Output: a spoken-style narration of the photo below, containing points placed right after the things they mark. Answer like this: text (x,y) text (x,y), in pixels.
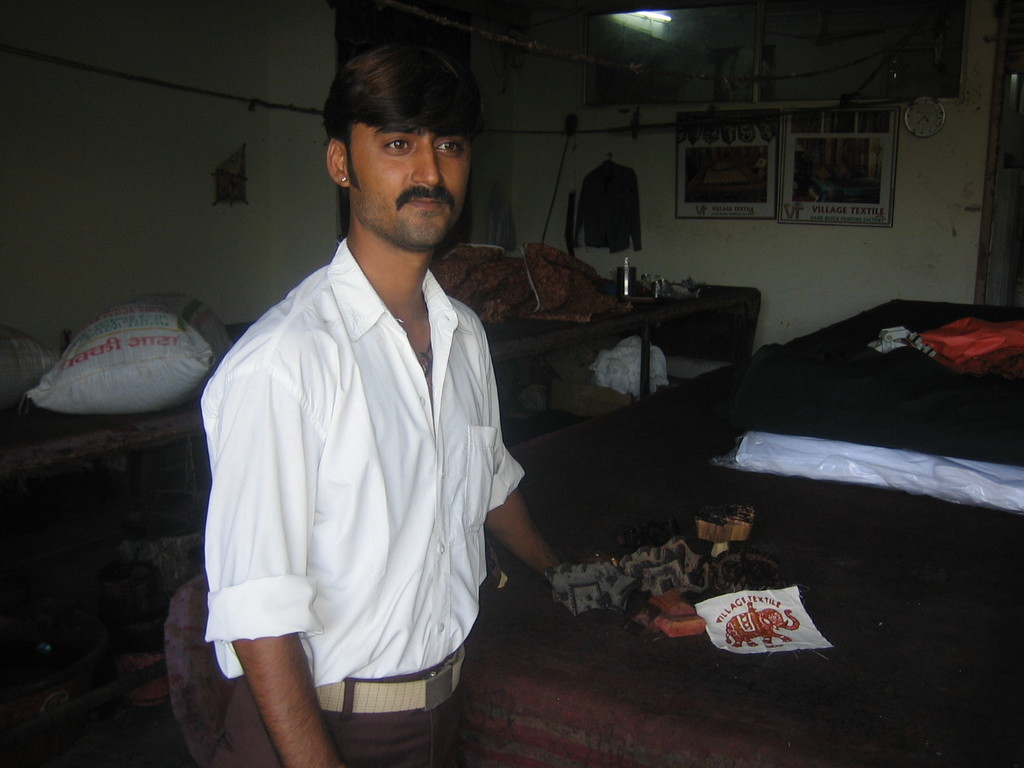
In the center of the image (381,323) there is a person (249,536) standing on the floor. In the background (93,455) we can see bed (746,584), clock (911,108), posters (857,198), shirt (630,186), table (517,342), tube light (647,13) and wall (148,117).
